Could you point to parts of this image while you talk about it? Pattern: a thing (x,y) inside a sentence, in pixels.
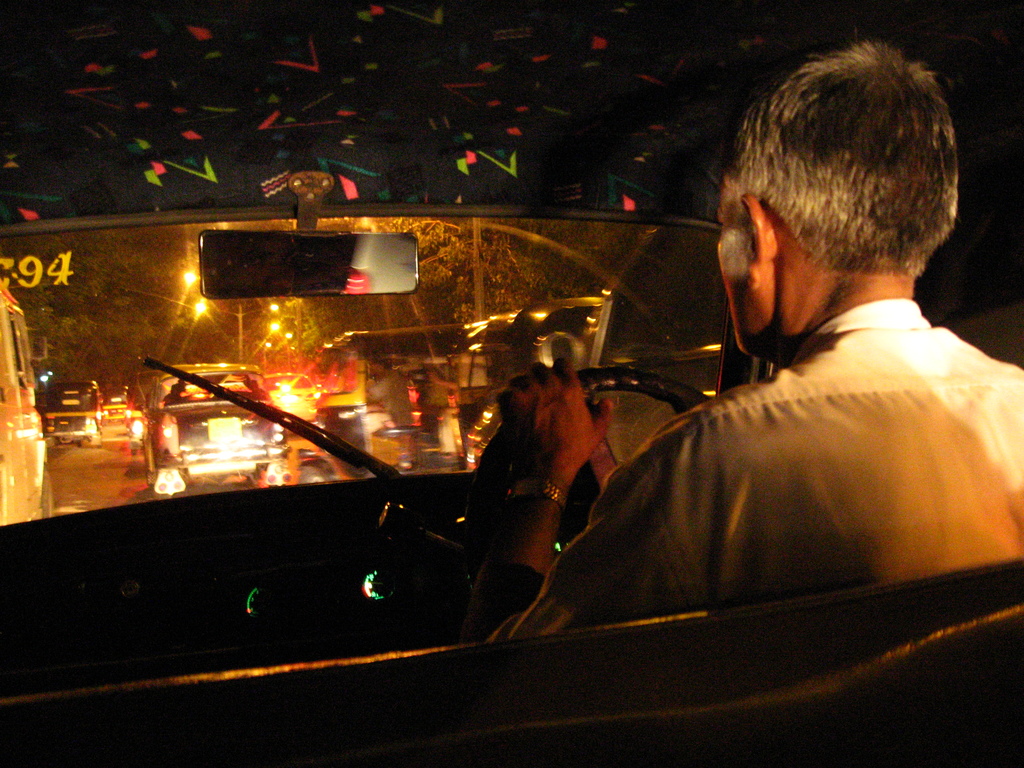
In this image I can see the inside of a car (16,153) and a man (631,472) driving it. I can see that the man (615,477) is wearing a wrist watch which is of golden in color, I can also see that there is a wiper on the windshield (314,383) and a mirror (201,279) attached to the vehicle (523,219). There are number of vehicles (527,308) on the road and there are also number of trees (94,346).
